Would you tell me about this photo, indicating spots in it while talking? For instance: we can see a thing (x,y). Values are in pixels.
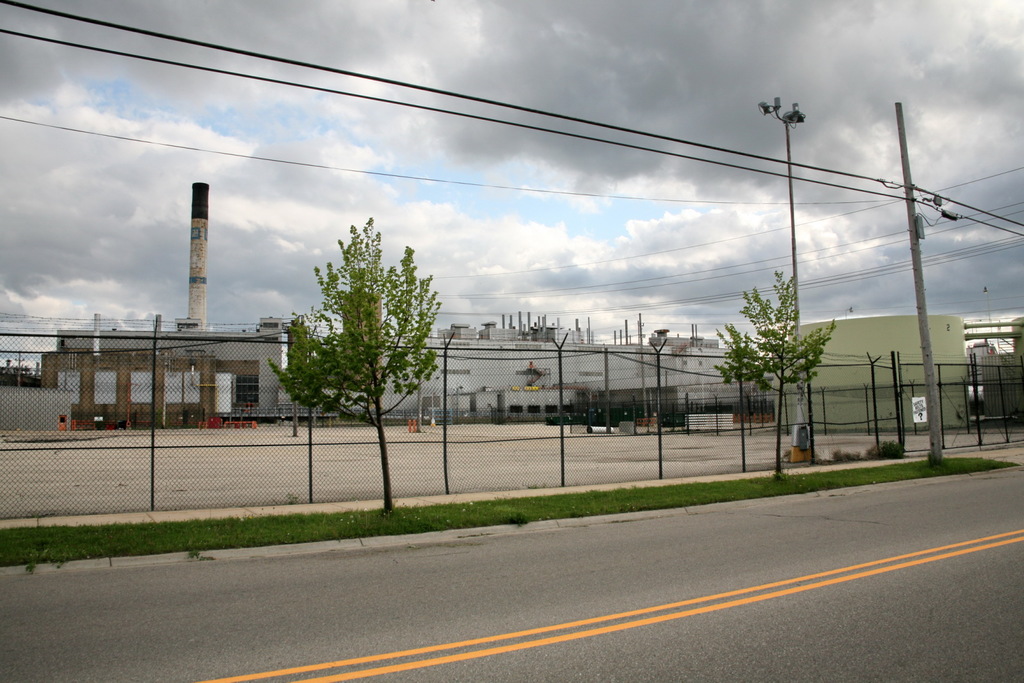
In this image on the foreground (853,582) there is a road (868,584). Beside the road (859,565) there are trees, poles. Here there is a boundary (541,393) around the place (265,413). This is looking like a factory (569,370). This is the chimney (200,245). The sky (219,234) is cloudy. There are cables (544,112) on the top (759,169).
